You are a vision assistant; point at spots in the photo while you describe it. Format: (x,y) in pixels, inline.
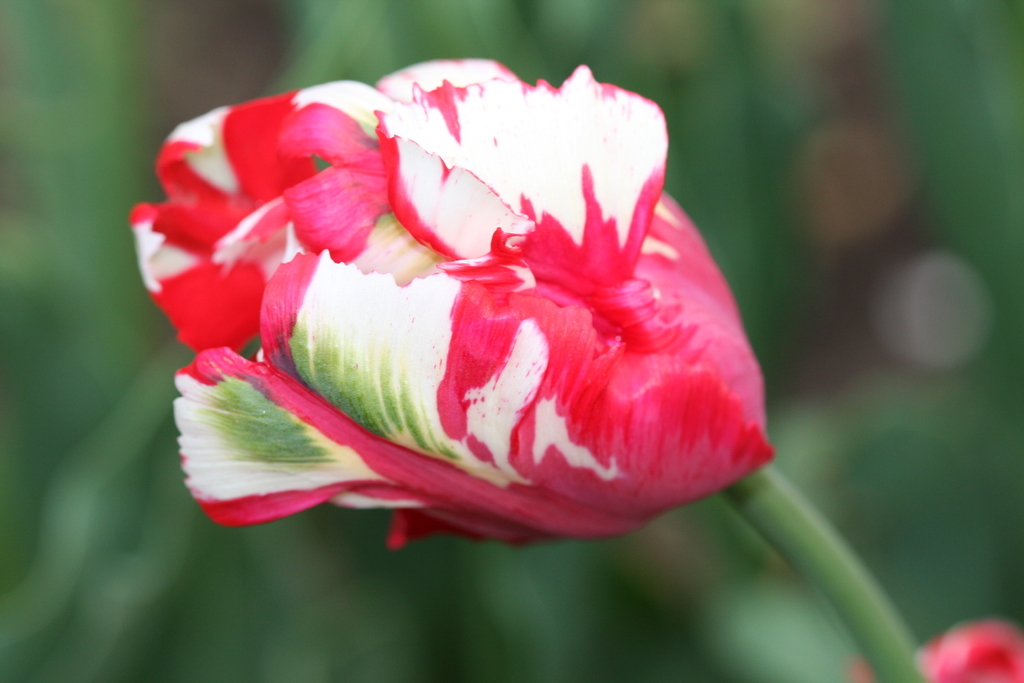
In this image in front (204,320) there is a flower (768,439) with stem (902,679). At the bottom of the image (961,632) there is another flower (963,654) and the background of the image (536,18) is blur.
